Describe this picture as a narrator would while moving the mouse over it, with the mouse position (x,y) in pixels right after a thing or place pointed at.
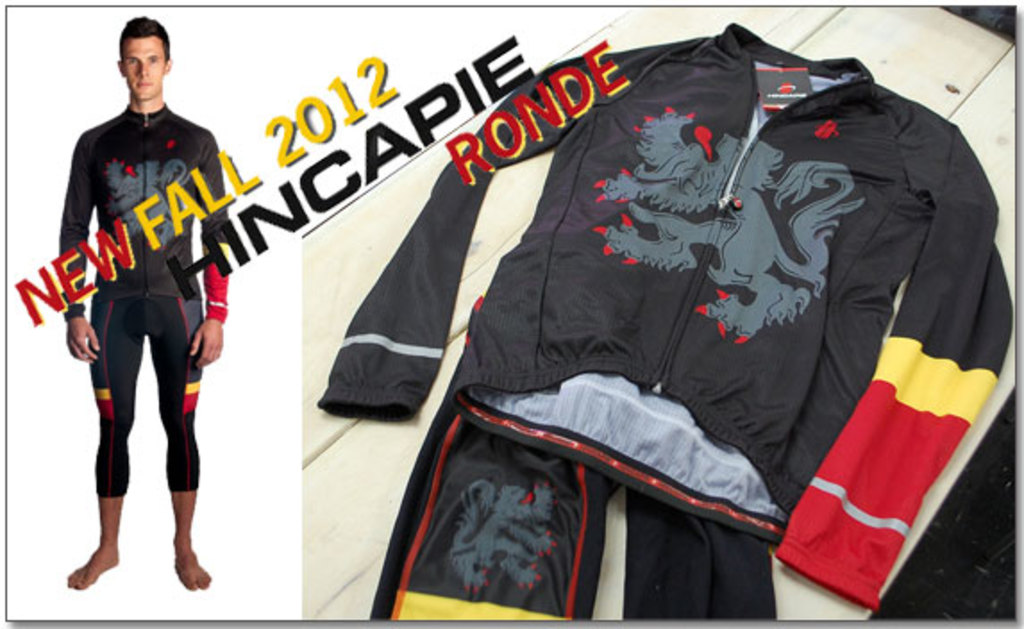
In the picture I can see a dress (596,200) placed on the table (894,70), side we can see a person (184,362) wearing dress (179,396) and standing, some text (71,290) is written.
